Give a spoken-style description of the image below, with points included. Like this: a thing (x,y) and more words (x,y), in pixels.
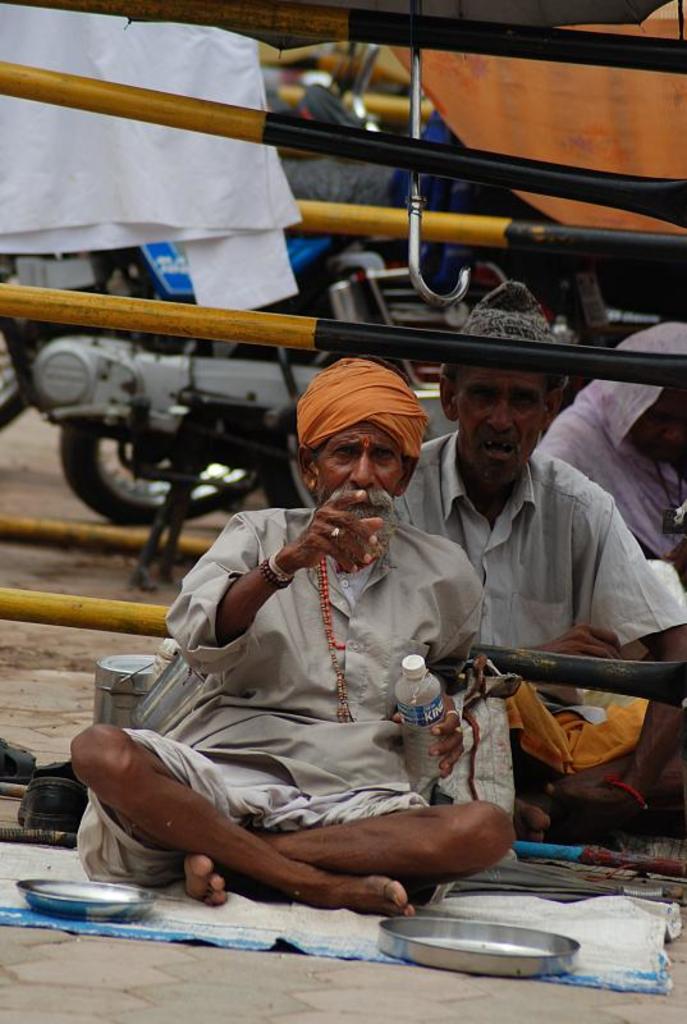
There are three people (562,520) sitting on the road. This looks like a mat (311,954). I can see two plates (109,914), a pair of shoes (46,782), box (106,697) and a bag (499,753). I think this is a kind of a barricade (610,36). At the top of the image (414,10), that looks like an umbrella (414,190). In the background (318,310), I can see a motorbike (216,353), which is parked.
